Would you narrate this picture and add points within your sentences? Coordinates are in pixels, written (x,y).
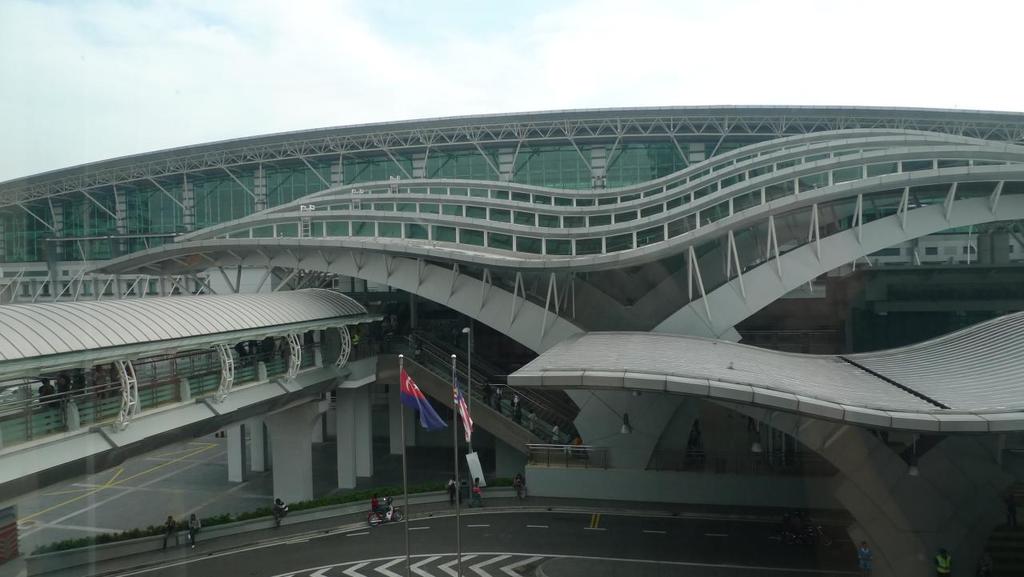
In front of the image there are flags (469,431), behind the flags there are a few people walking on the roads (196,470) and riding on the bikes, behind them there is a building (598,488) with pillars (286,459), glass walls (413,208), lamps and metal rods (84,388). On the escalator (478,381) there are some people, At the top of the image (983,86) there are clouds (529,97) in the sky (266,101).
